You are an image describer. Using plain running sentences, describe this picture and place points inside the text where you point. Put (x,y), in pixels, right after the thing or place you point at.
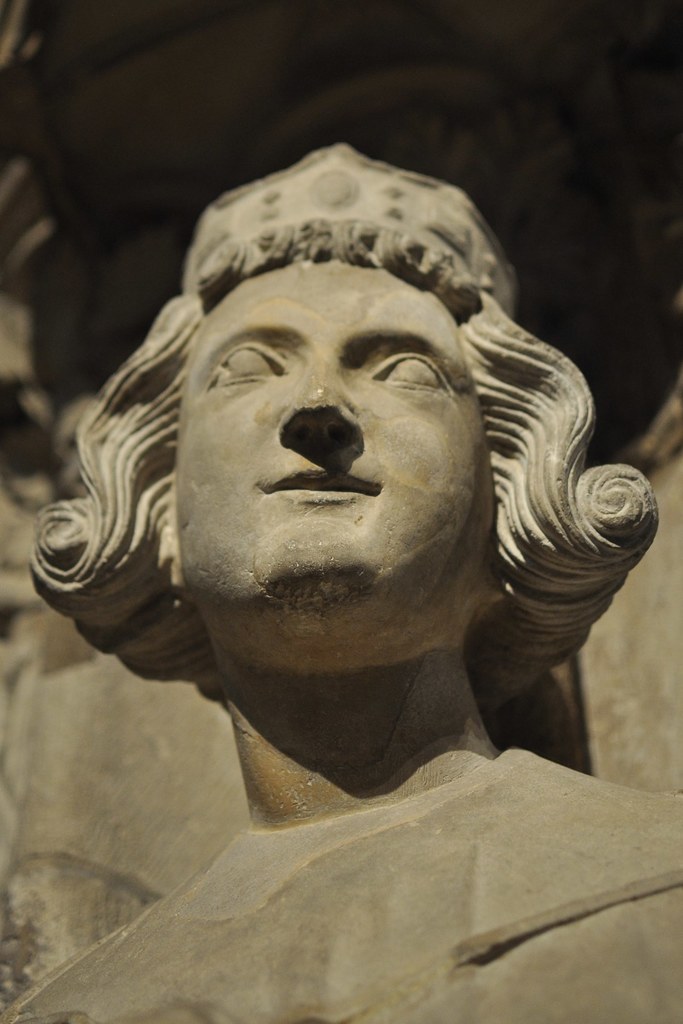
In this image we can see sculpture (316,335) on a stone (313,682). In the back (71,727) there is a wall (516,744).
